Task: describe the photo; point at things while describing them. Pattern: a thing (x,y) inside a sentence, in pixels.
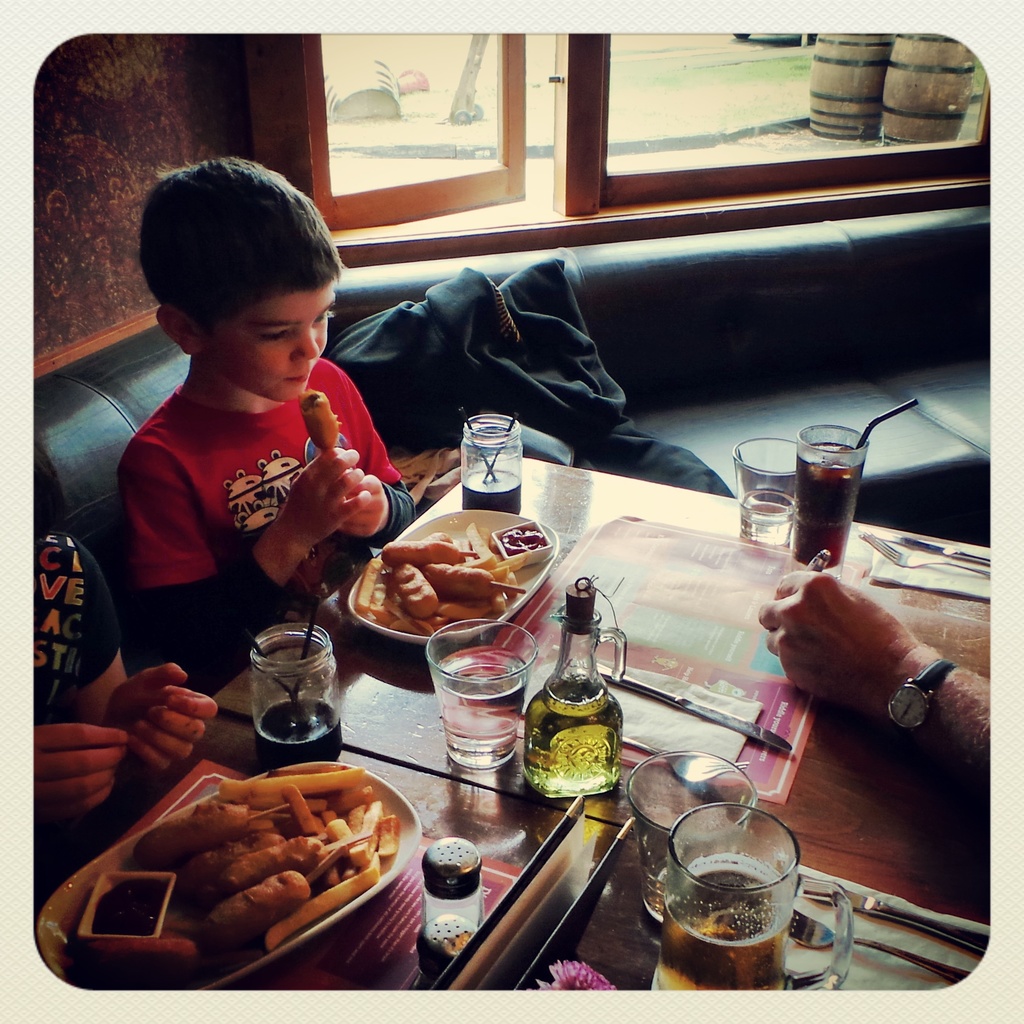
In this picture there is a dining table (353,714) in the center of the image (481,663), which contains glasses (474,657), a bottle (568,618), and food items (369,885) in the plates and there are people (207,392) those who are sitting around the table (924,891) and there is a sofa (668,407) in the center of the image (463,383), on which there is a jacket (429,334) and there is window (631,155) at the top side of the image (794,112), there are barrels (912,52) outside the window (717,55).
